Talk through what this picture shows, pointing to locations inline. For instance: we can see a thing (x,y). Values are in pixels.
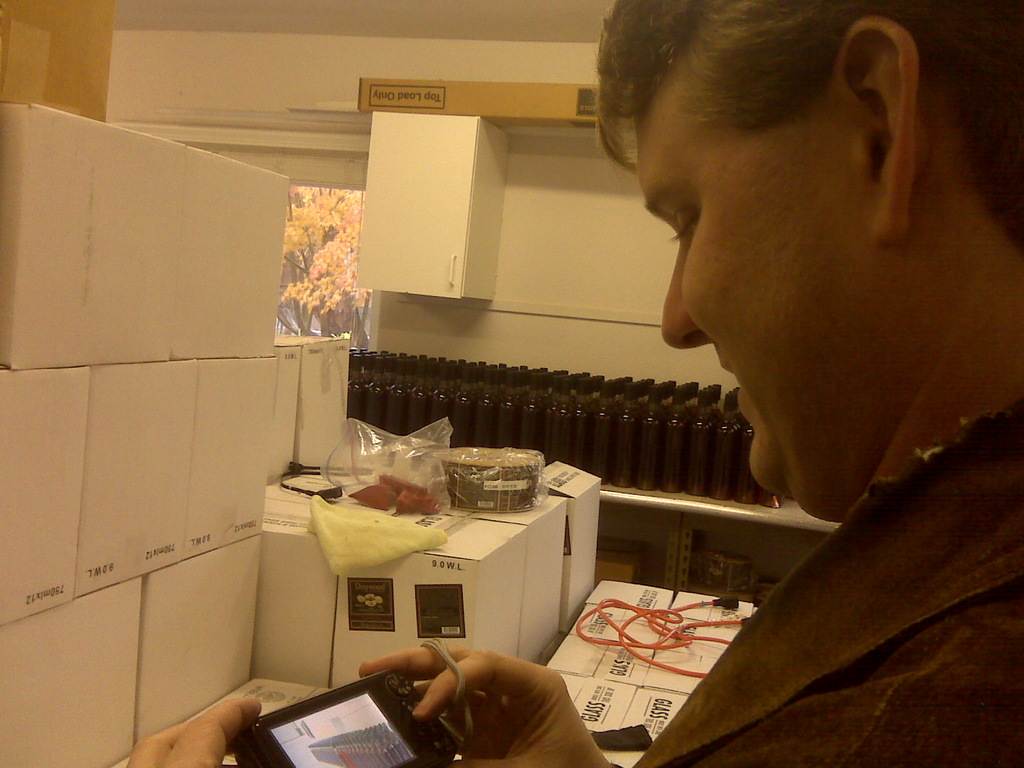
In this given picture, I can see a person (879,615) holding a camera (404,710) and they are certain packed boxes (23,596) and i can see few boxes (186,411) next i can see a connector (690,625) and few black color bottles (637,449) and i can see a window (356,218) which is in the wall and in this window (314,230) i can see yellow leaves (346,247), trees (318,283) and wall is colored with cream color.
